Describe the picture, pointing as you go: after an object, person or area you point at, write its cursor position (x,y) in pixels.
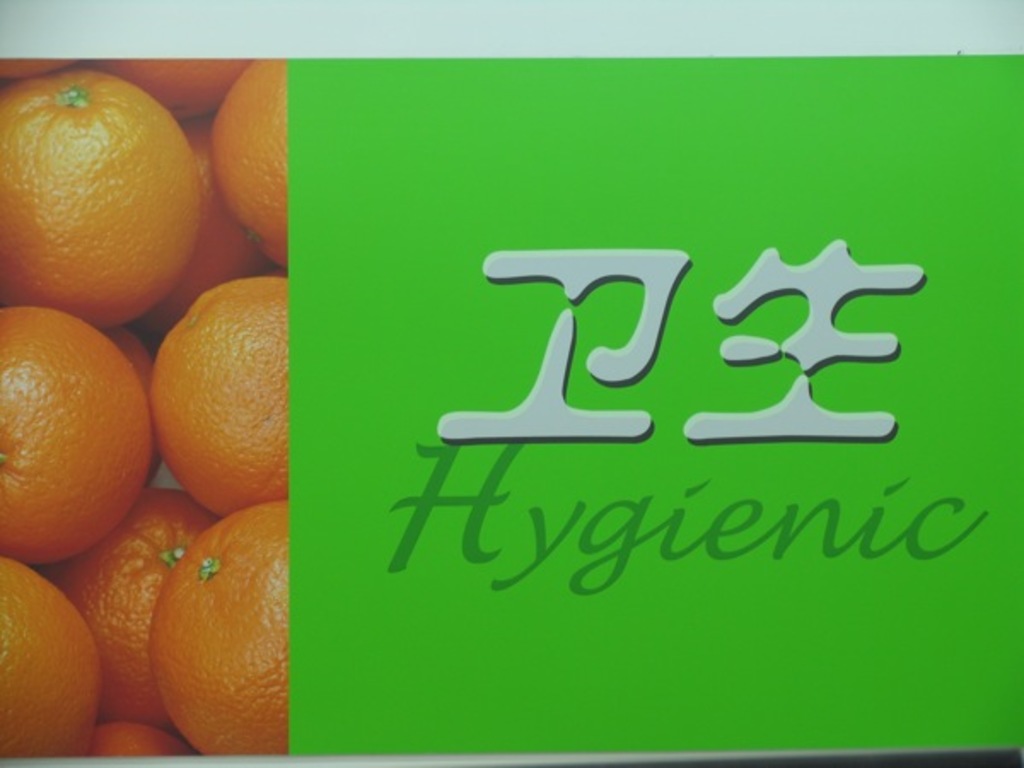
In this image there is a photo (129,143) of oranges (236,437) and there are two words (891,422) on the paper (709,518).
